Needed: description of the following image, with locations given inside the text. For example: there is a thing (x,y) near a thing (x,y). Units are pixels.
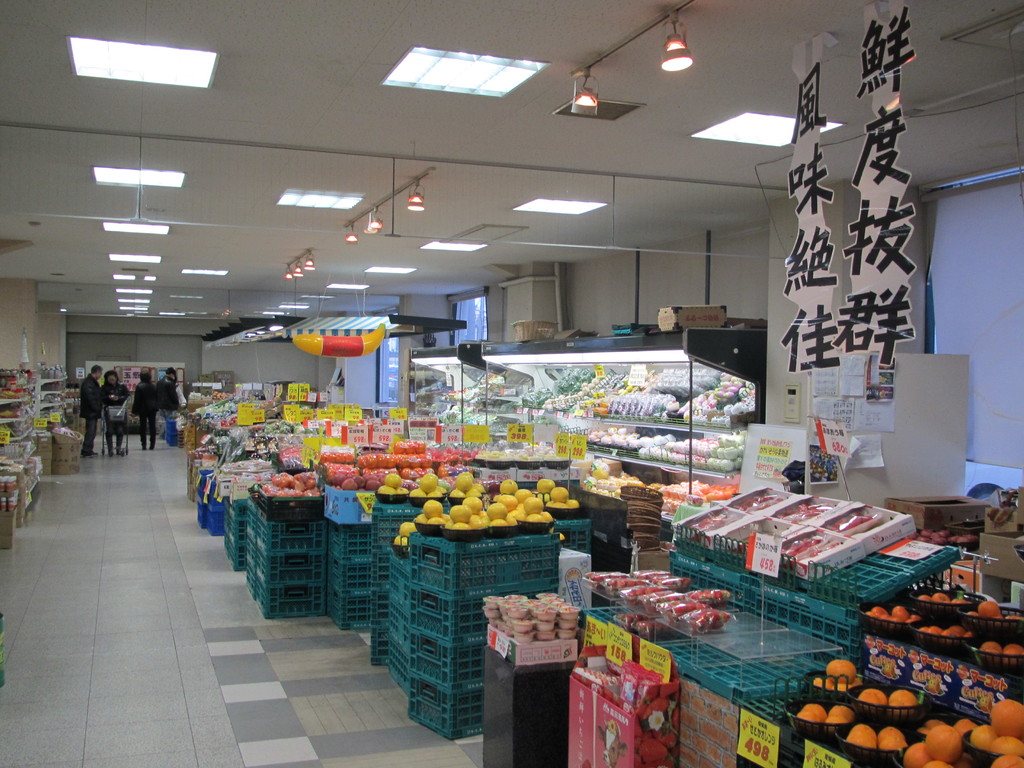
The image is taken inside the store (502,545). On the left side of the image (111,428) we can see people (170,399) and there are boxes (550,579), fruits (491,523), baskets (828,708), cups (544,624), shelf (706,632) and there are some goods (569,583). In the background (266,343) there is a wall (200,351) and a board (846,333). At the top (143,170) there are lights (442,62).
